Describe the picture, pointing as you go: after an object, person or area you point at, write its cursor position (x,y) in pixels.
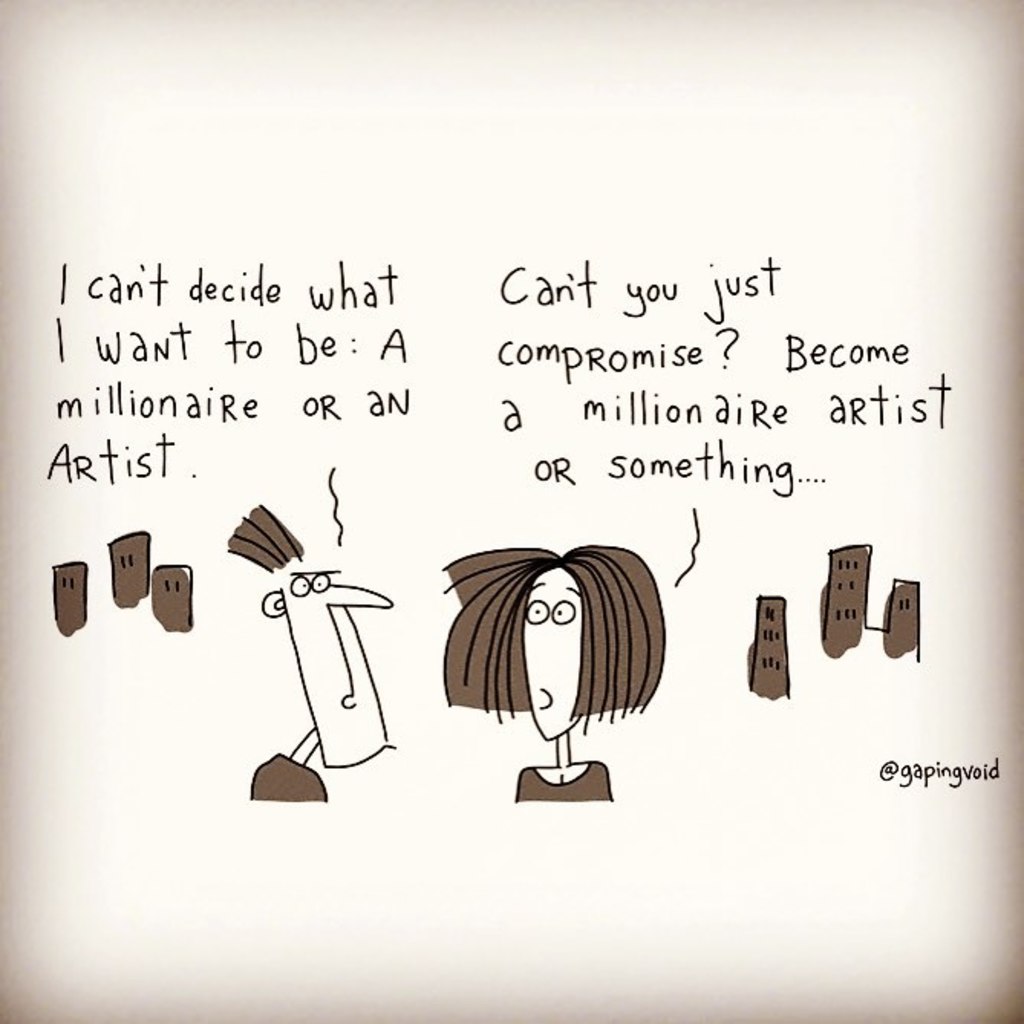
In this image I can see the sketch (501,601) of a man (348,601) and a woman (592,580) and few buildings (71,580) which are brown in color. I can see few words (82,469) written in black color on the cream colored surface (432,108).
